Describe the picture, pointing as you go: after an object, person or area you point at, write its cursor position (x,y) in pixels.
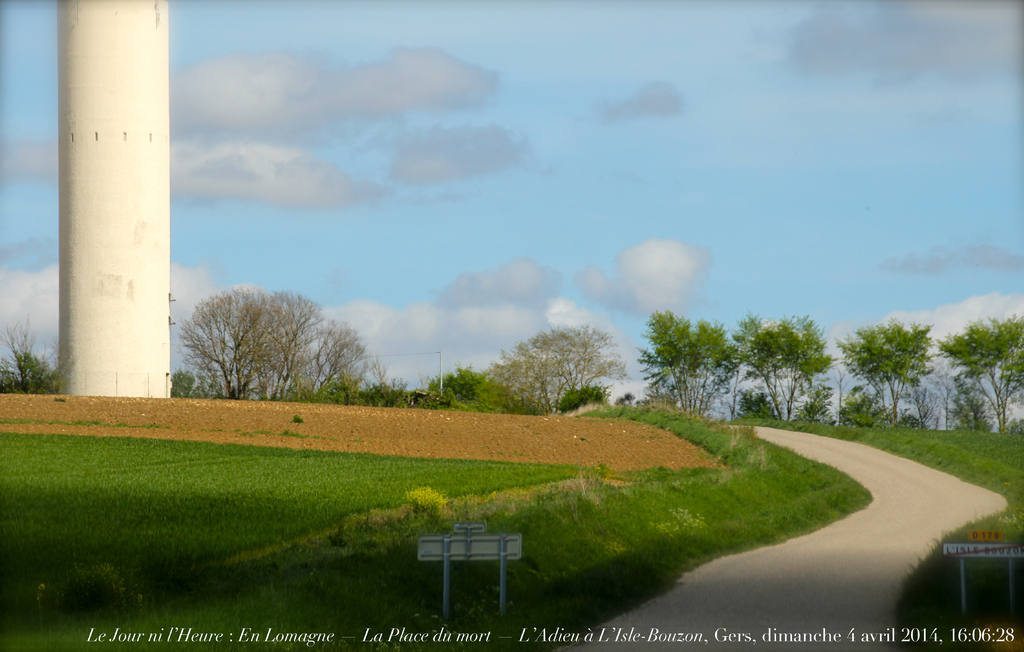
In this picture I can see trees (1005,368) and grass (622,522) on the ground (666,506) and I can see a tower (130,72) and a path (882,488) and I can see a small board (485,552) and a blue cloudy sky (666,226) and I can see text (600,634) at the bottom of the picture (809,643).
